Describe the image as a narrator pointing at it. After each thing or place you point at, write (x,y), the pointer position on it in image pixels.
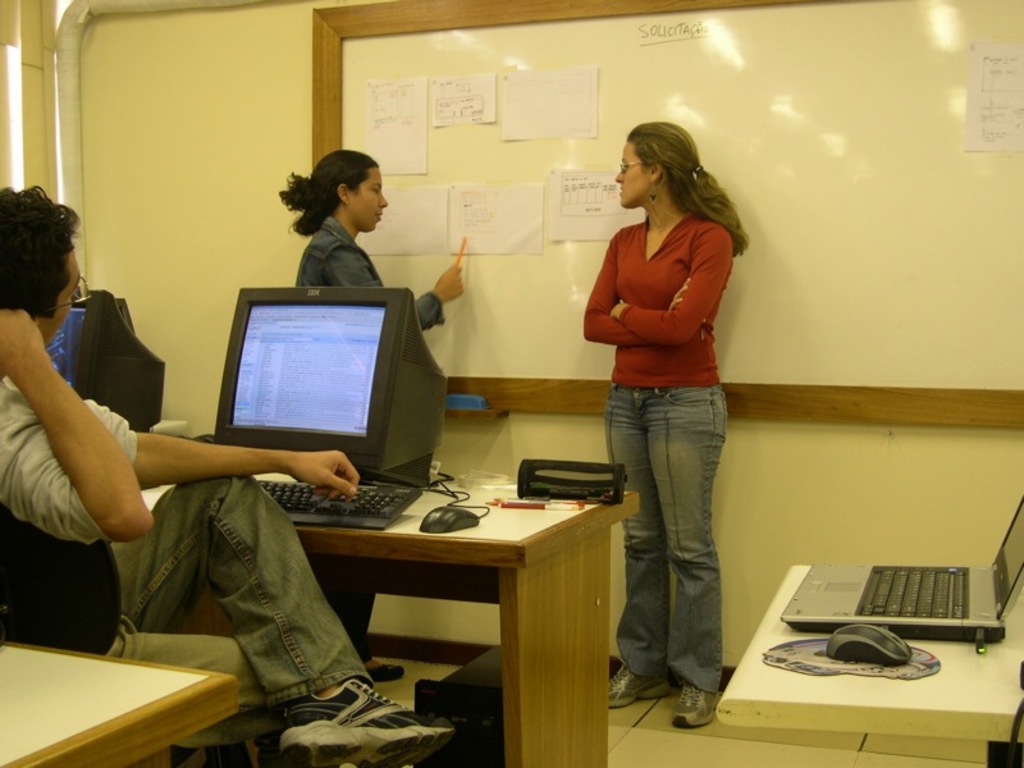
In this picture we can see three persons (55,308) where man (92,475) sitting on chair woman (338,206) showing paper (489,227) here woman (650,291) looking at it and in front of them there is monitor (377,444), keyboard (276,488), mouse (455,523), table (531,537) and background (131,195) we can see wall (165,176), board (695,117).
